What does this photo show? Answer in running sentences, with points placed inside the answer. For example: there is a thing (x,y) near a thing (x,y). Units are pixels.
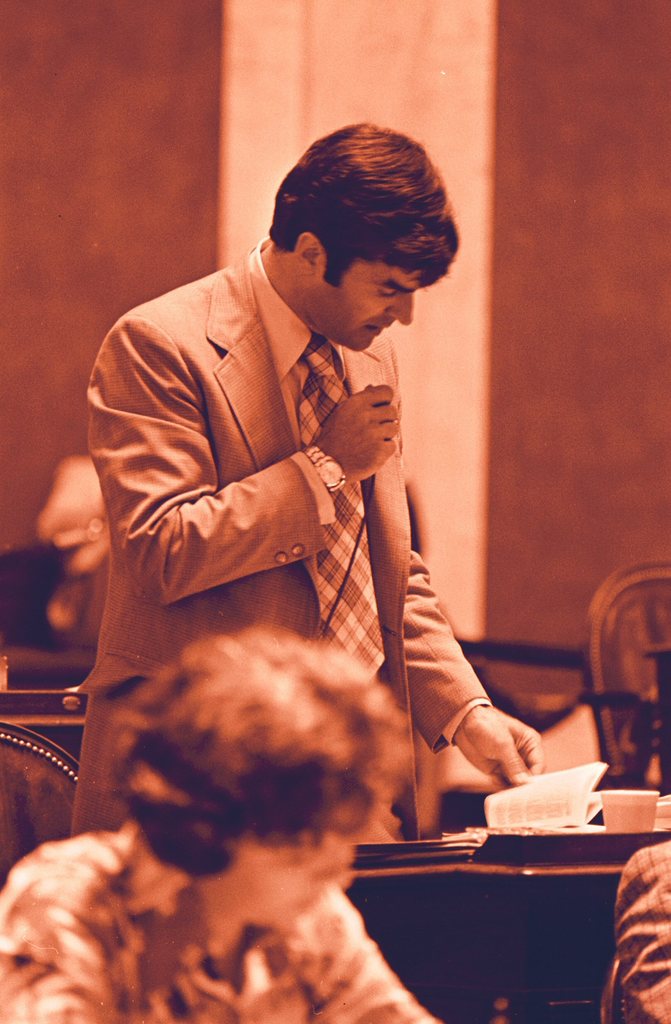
In this image we can see three persons (279,819), among them two persons (278,871) are sitting and one person (302,606) is standing and holding a mic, there are tables (548,850), on the tables (558,852), we can see a book (568,823), cup (608,809) and some other objects (558,829), also we can see the chairs (670,605) and in the background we can see the wall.
